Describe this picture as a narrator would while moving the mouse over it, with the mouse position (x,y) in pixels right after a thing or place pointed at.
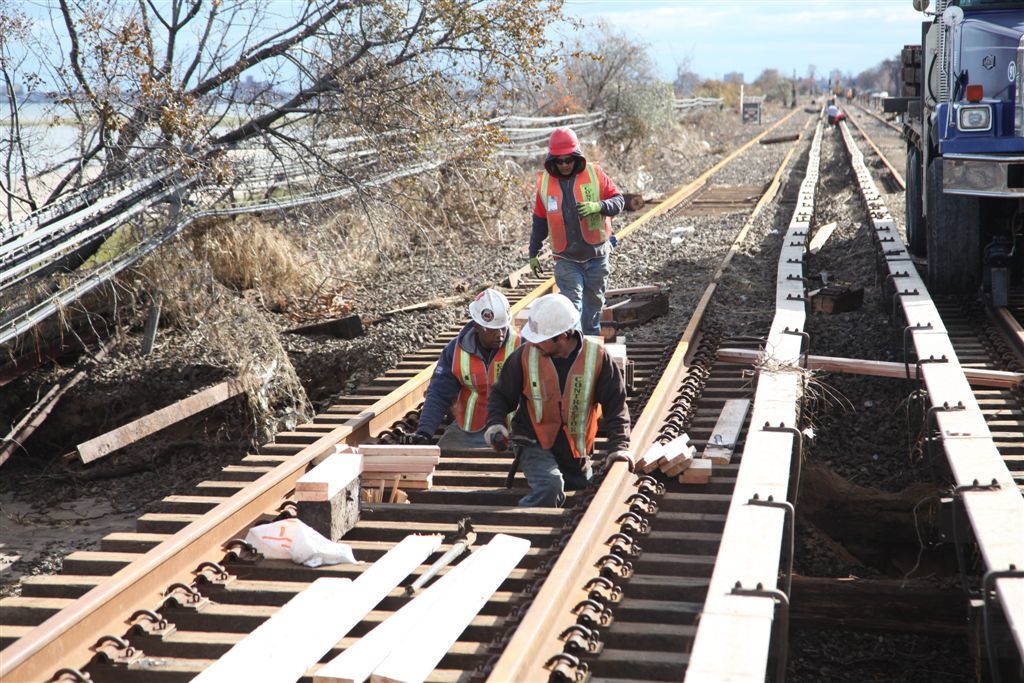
This person (550,178) walking and wore gloves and helmet (553,137) and these two people (578,439) on track (675,220) and we can see vehicle (960,261) on a track (900,131) and trees (471,99). In the background (762,75) we can see trees (881,71) and sky (815,50).
